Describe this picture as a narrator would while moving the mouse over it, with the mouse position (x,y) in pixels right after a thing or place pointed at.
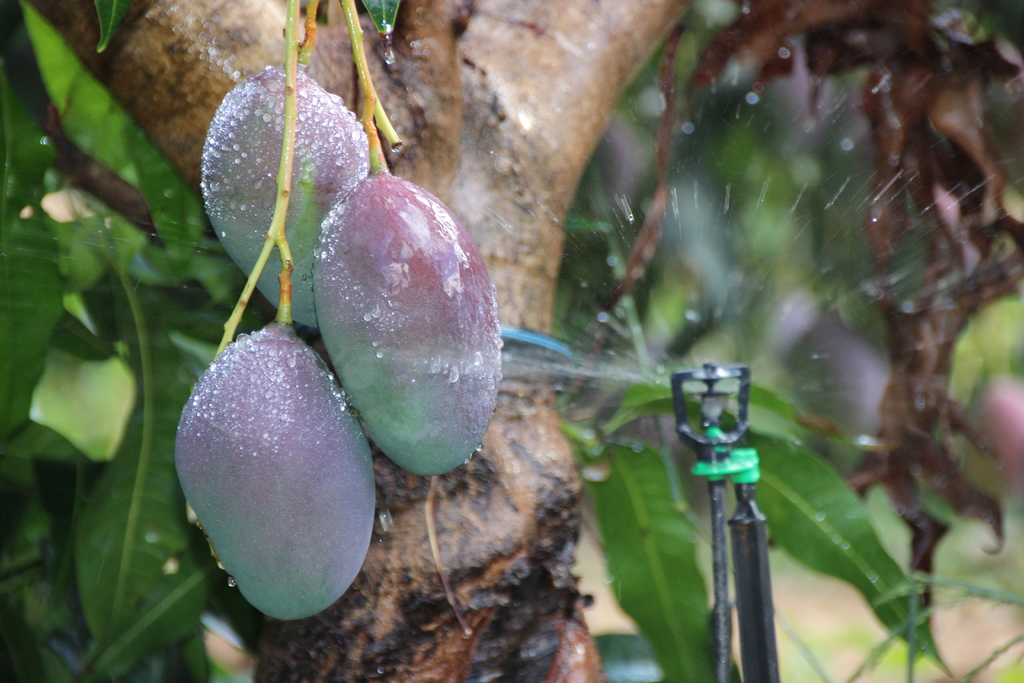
In this picture we can see a tree (440,53) and three fruits (329,254) in the front (306,441), on the right side (738,566) there is a water sprinkler (738,523), we can see a blurry background (789,114).
